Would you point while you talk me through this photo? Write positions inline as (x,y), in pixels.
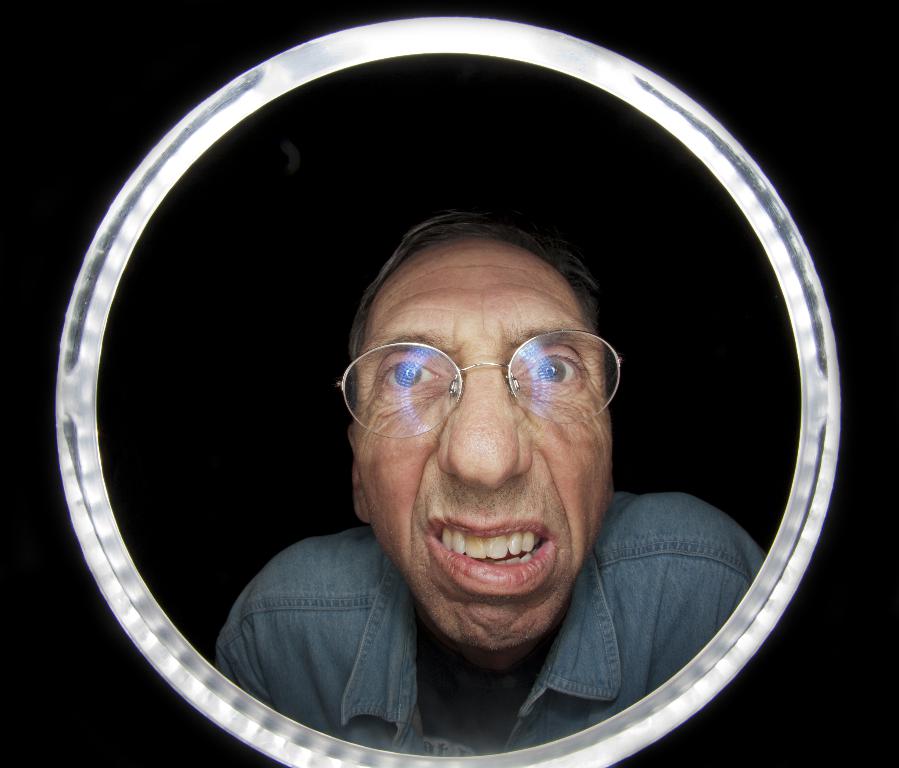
In this image we can see a person (400,485) through a ring (275,744), and the background (71,69) is black.
